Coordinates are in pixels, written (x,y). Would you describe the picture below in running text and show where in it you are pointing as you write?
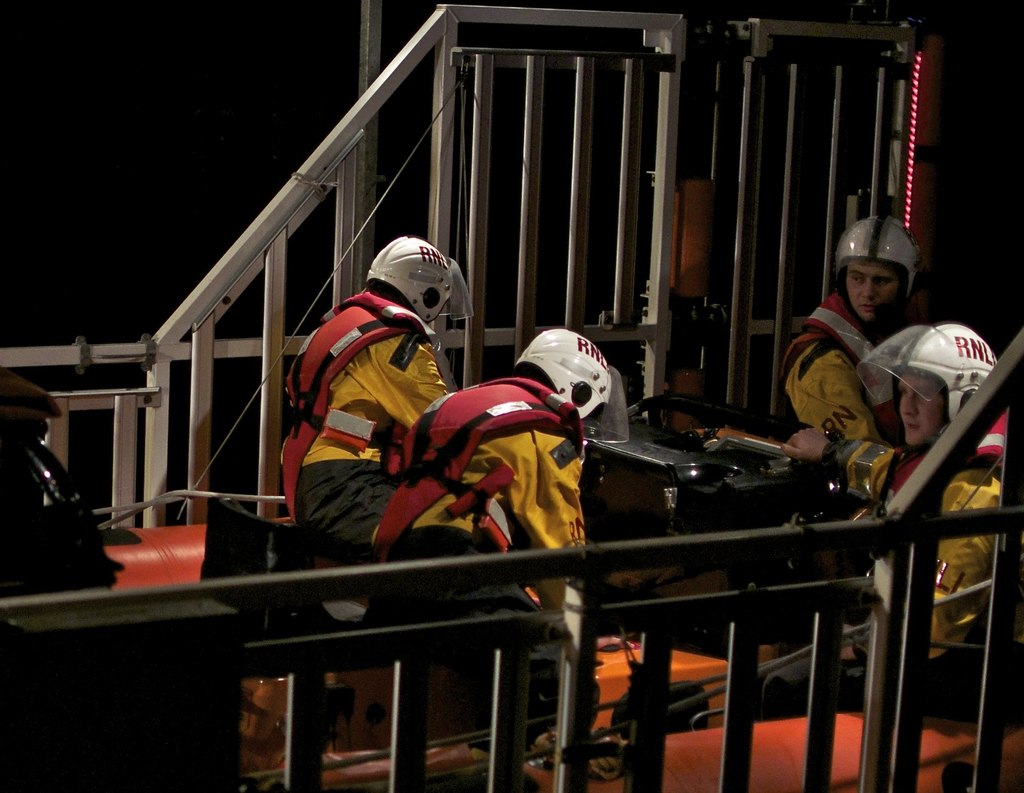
Here we can see four persons (865,436) and they wore helmets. And there is a dark background (200,230).
